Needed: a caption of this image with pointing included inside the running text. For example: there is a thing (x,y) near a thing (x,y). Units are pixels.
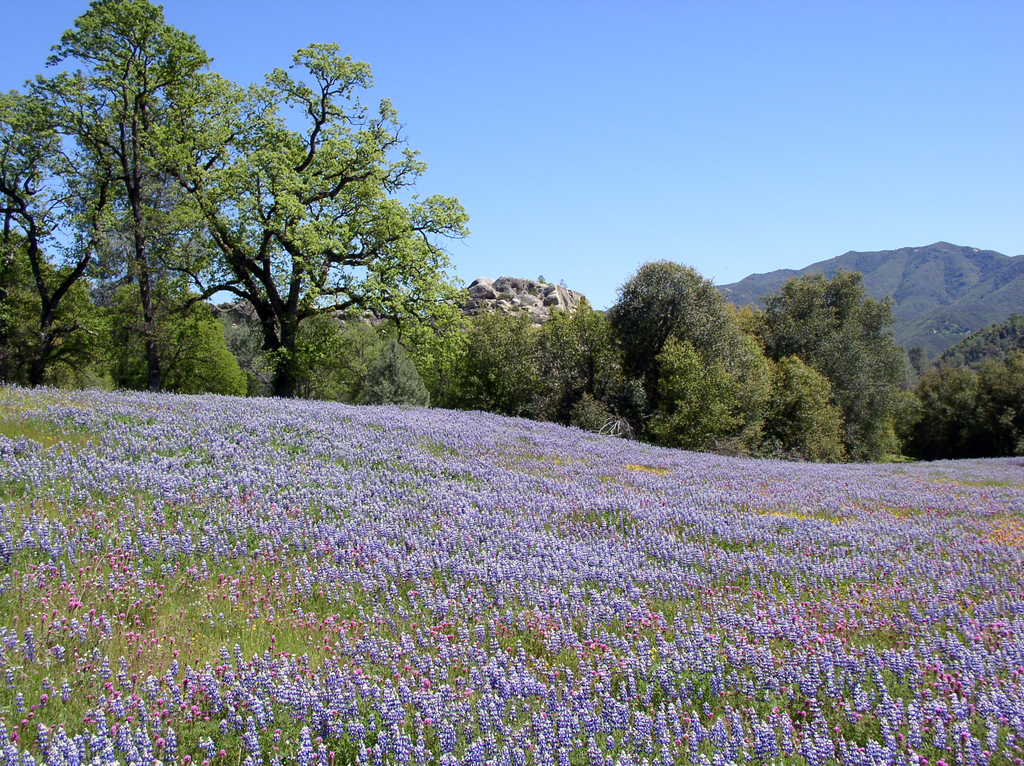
In this picture we can see some flowers (467,538) at the bottom (387,535), there are some trees (525,355) in the background (815,407), there is the sky (652,91) at the top of the picture (608,69).
